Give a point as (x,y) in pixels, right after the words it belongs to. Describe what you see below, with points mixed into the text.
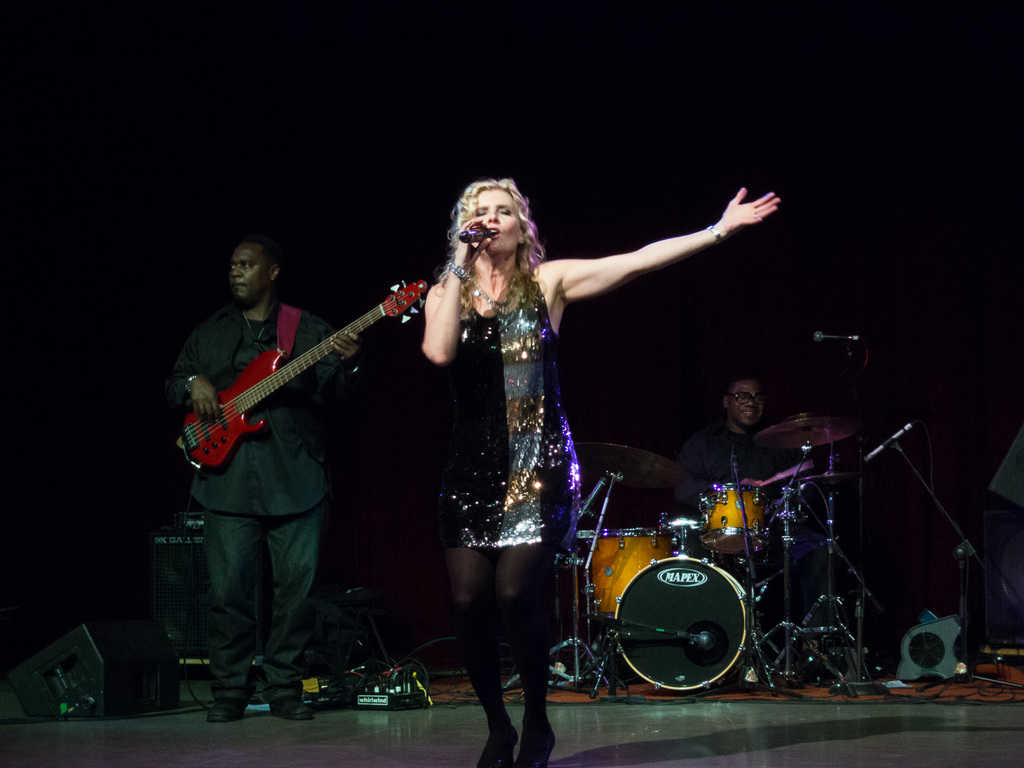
In this picture we can see a woman (469,249) who is singing on the mike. This is floor (689,723) and there are some musical instruments (717,670). Here we can see a man (293,434) who is playing guitar (205,410).
